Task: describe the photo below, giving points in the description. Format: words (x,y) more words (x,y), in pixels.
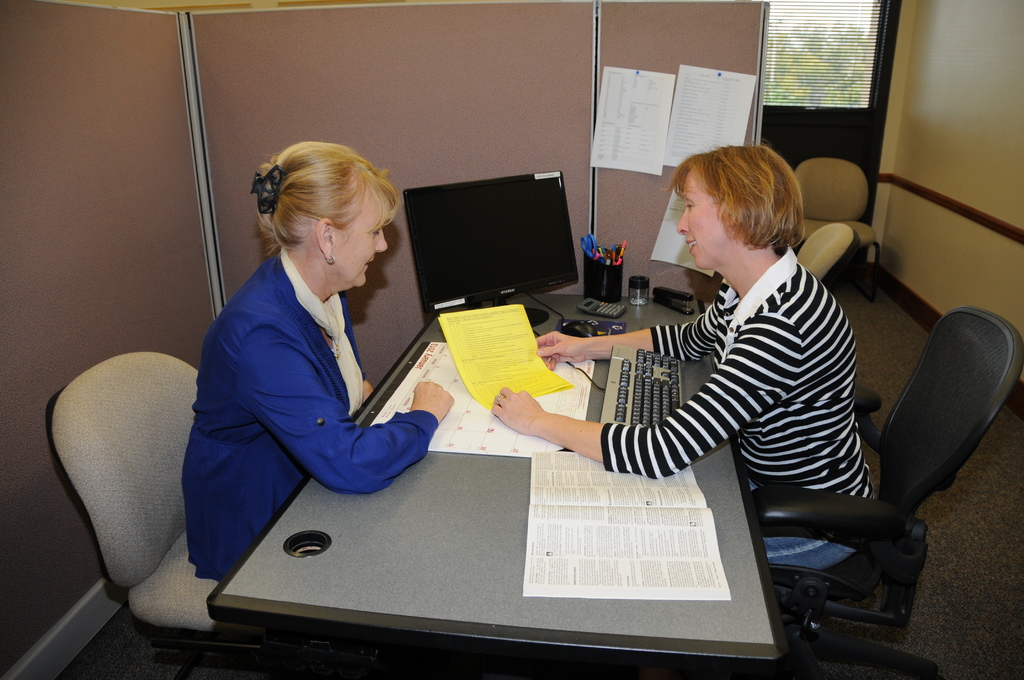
In this image, there are two women (822,442) sitting on the chairs (133,440) and smiling. I can see a computer monitor (536,280), calculator (597,302), mouse (582,326), keyboard (642,422), book (610,482), paper (532,359), pen stand (603,269) with pens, stapler (678,300) and a bottle (645,296) on a table (462,578). There are papers (678,150) attached to a board (638,60). In the background (816,83), I can see a window (844,63) and a chair (840,192). On the right side of the image (955,173), there is a wall (942,208).
